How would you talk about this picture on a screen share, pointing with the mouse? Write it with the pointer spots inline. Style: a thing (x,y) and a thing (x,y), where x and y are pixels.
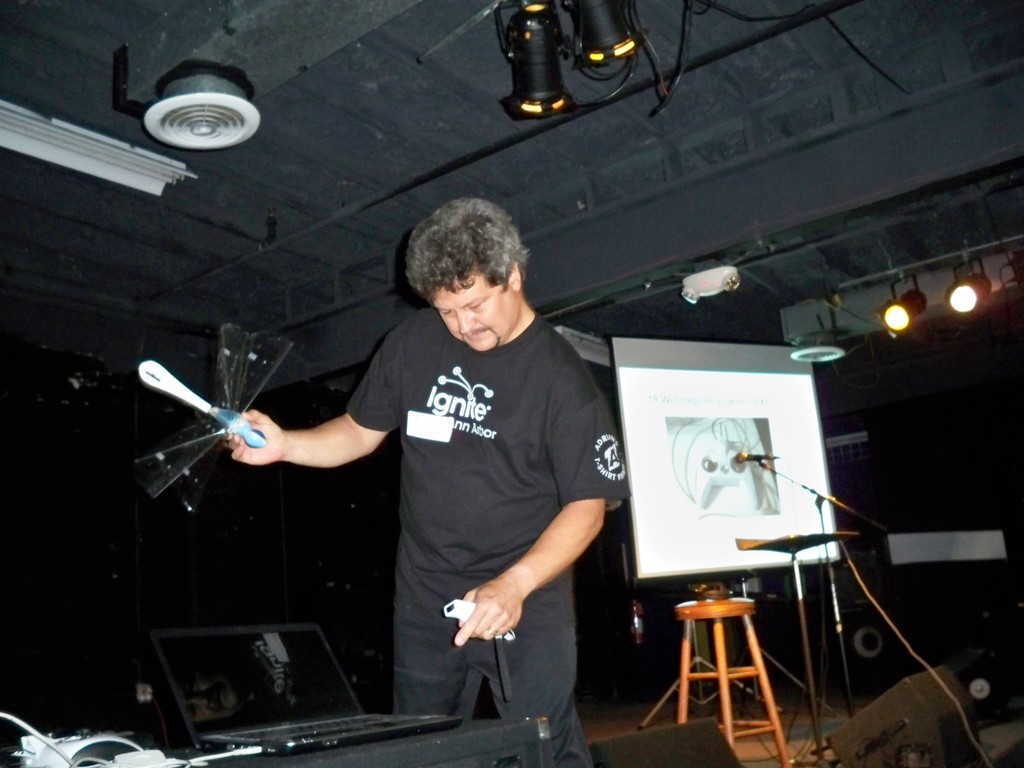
In this image I can see a person (419,481) standing, wearing a black dress (424,583) and holding objects (211,439) in his hand (471,632). There is a laptop (348,683) on a black table (489,761). There is a stool (695,618), microphone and a projector display (718,443) at the back (707,450). There are lights (909,297) at the top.
